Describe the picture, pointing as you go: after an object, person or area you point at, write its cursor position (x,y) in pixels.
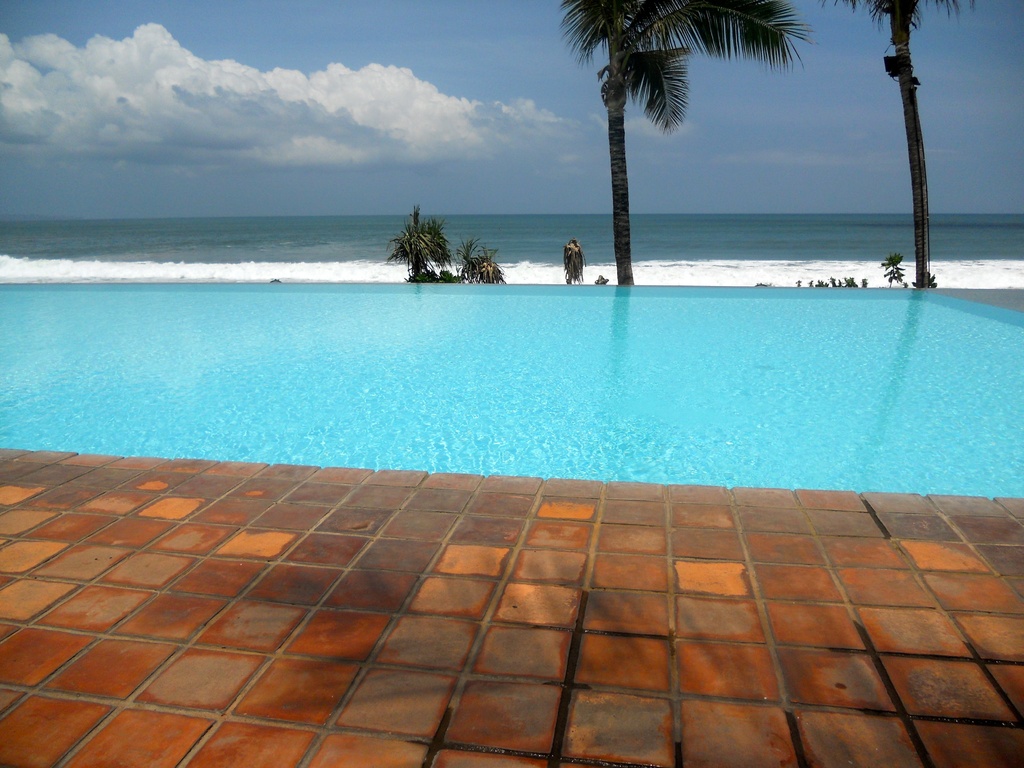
As we can see in the image there is water (585,358), trees (623,210), sky (583,95) and clouds (282,96).
